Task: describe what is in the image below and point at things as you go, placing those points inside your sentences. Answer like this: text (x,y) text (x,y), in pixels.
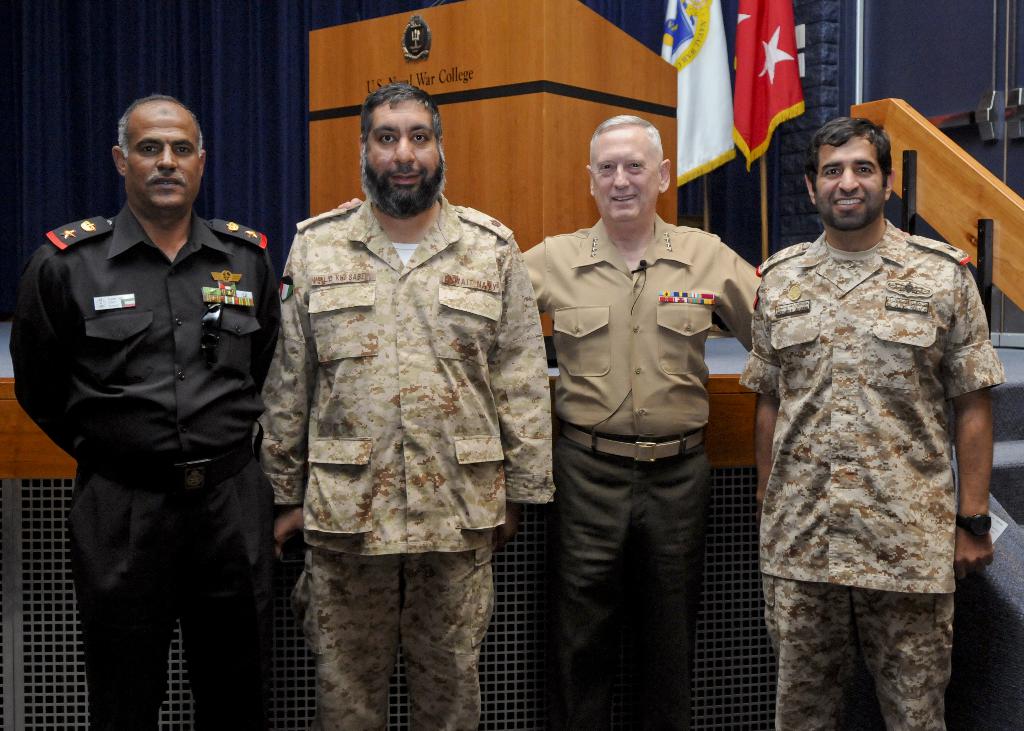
In the center of the image (422,345) we can see men (541,437) standing on the floor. In the background (625,28) we can see desk (632,97), flags (742,71), curtain (53,135), stairs (1017,378) and wall (818,69).
